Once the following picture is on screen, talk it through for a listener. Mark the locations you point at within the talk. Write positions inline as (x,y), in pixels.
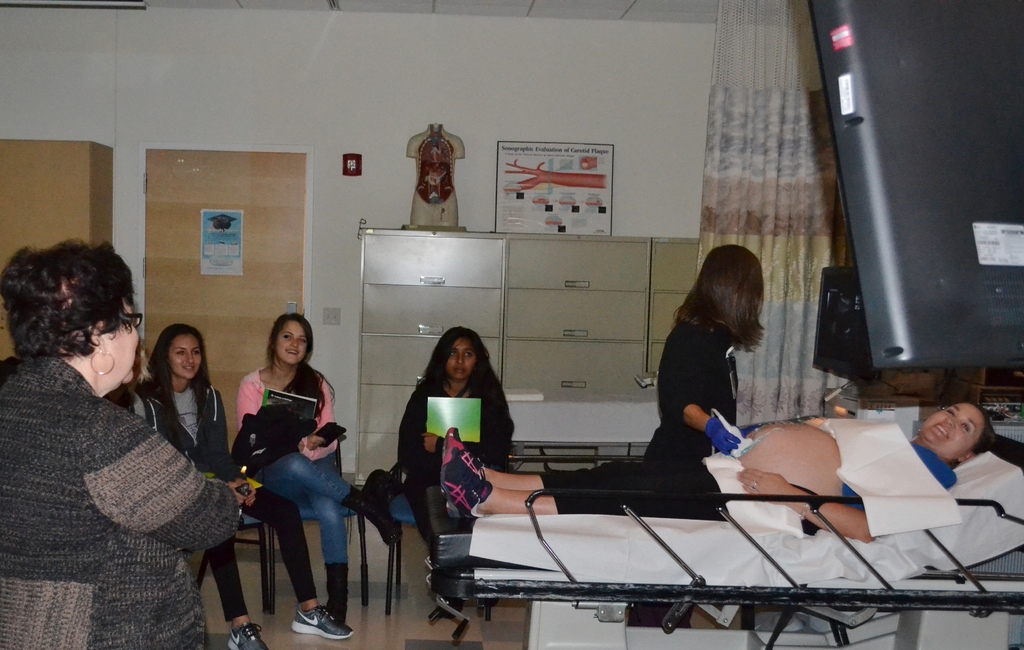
These three persons (281,380) are sitting on the chairs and holding books (440,424), these two persons (690,397) are standing, this person (655,508) laying on bed (976,532). On the background (209,87) we can see wall (537,49), poster (564,189), racks (425,258), door (258,271). This is floor (351,618).
